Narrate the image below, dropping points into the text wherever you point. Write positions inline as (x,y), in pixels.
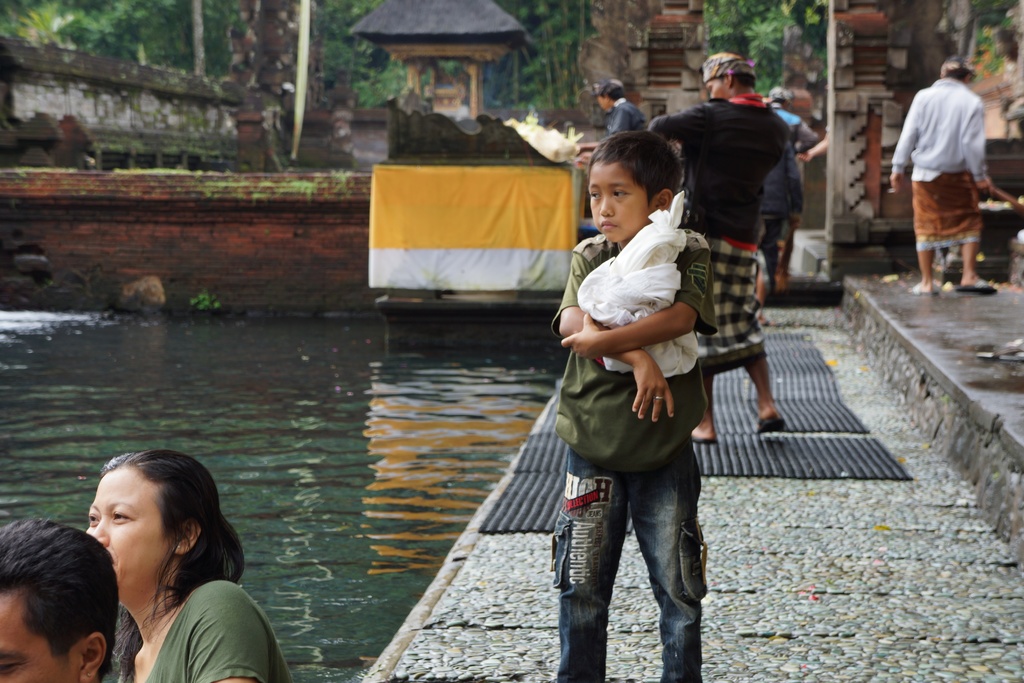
In the center of the image (615,349) there is a kid (649,475) holding a cloth (622,297). On the right of the image (921,236) we can see persons (941,216), wall (865,217), trees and mats (771,445). On the left side of the image (330,645) we can see persons (232,602), water (285,442), wall (302,277), arch (394,42) and trees (351,46). In the background (151,35) there are trees (822,45).
